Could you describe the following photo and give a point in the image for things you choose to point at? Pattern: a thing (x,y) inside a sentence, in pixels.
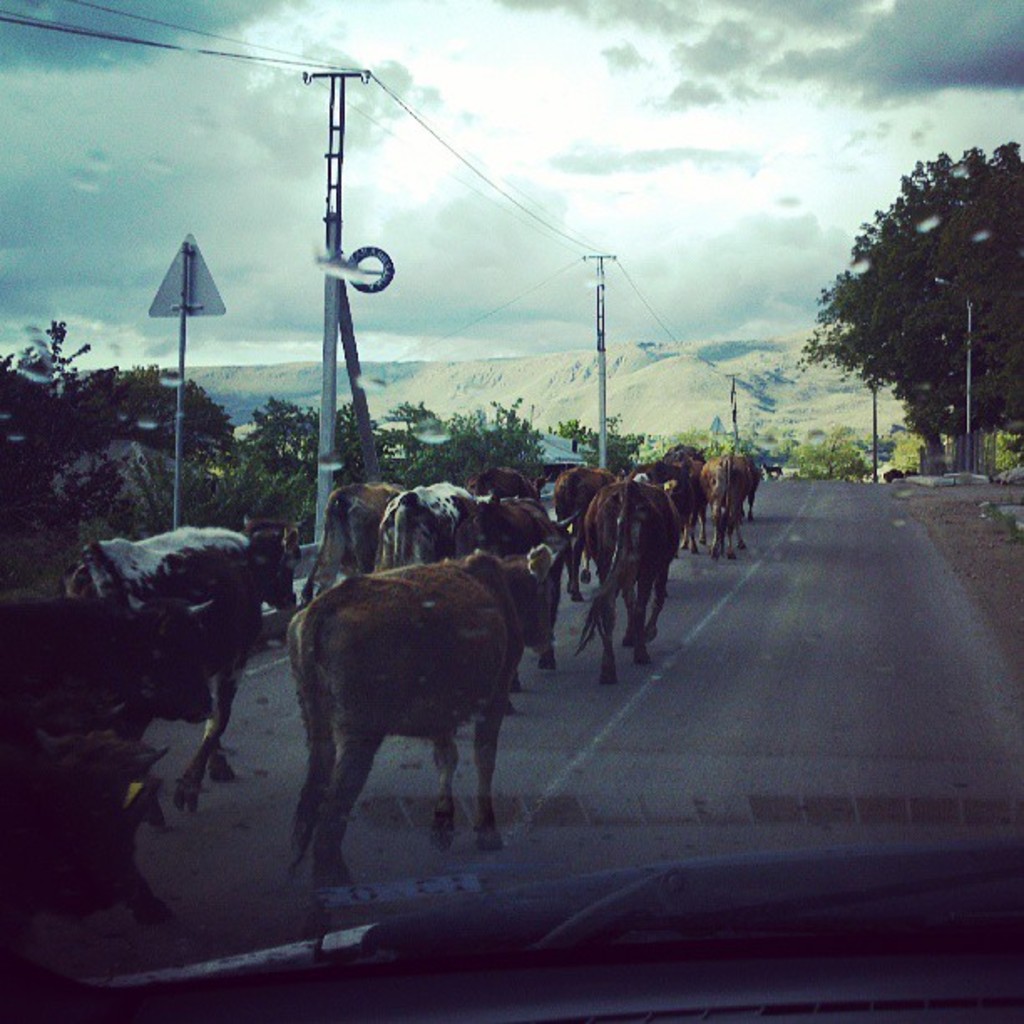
The picture is taken from a vehicle (777,1007). In the foreground (581,548) on the road (678,560) there are cattle (533,531). On the left (294,456) there are trees (286,464), sign board (182,278), current poles (348,334) and cables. On the right (974,283) there are trees (995,295), poles (967,343) and plants (1007,527). In the background (569,382) there are mountains (667,410) and trees (855,443). Sky (644,172) is cloudy.
